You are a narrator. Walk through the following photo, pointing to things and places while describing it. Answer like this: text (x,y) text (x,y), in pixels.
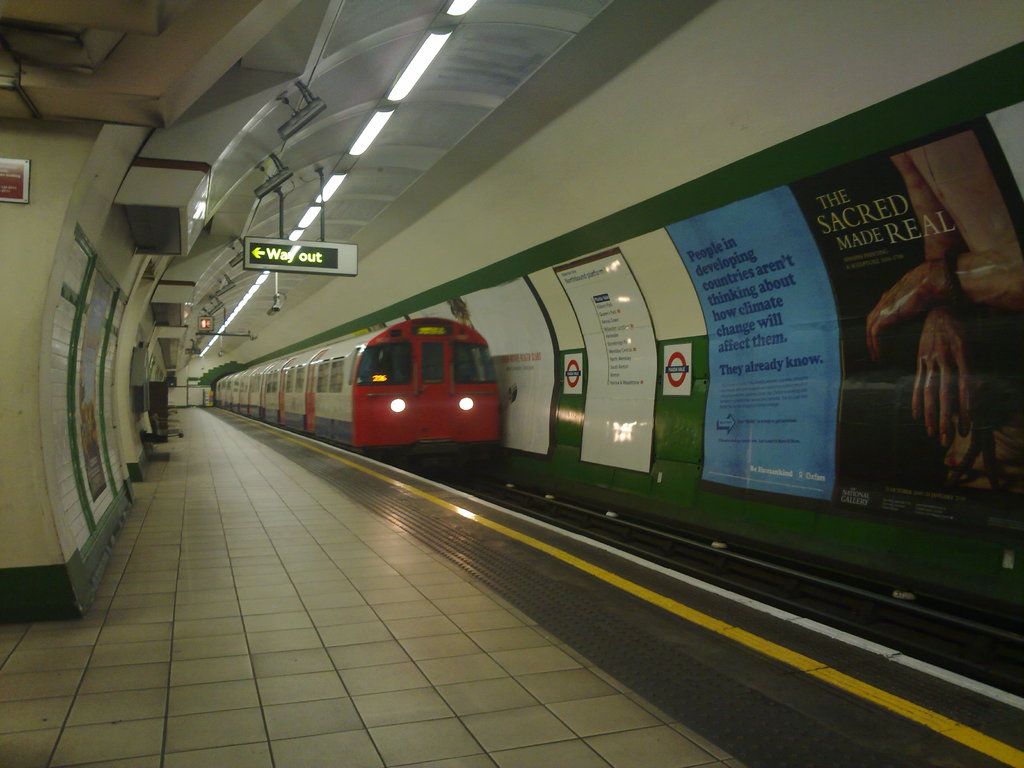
There is a train (474,430) on the track (785,551) and this is platform (297,645). Here we can see boards (285,254), lights (404,410), posters (524,365), and a wall (201,367). This is roof (487,47).
